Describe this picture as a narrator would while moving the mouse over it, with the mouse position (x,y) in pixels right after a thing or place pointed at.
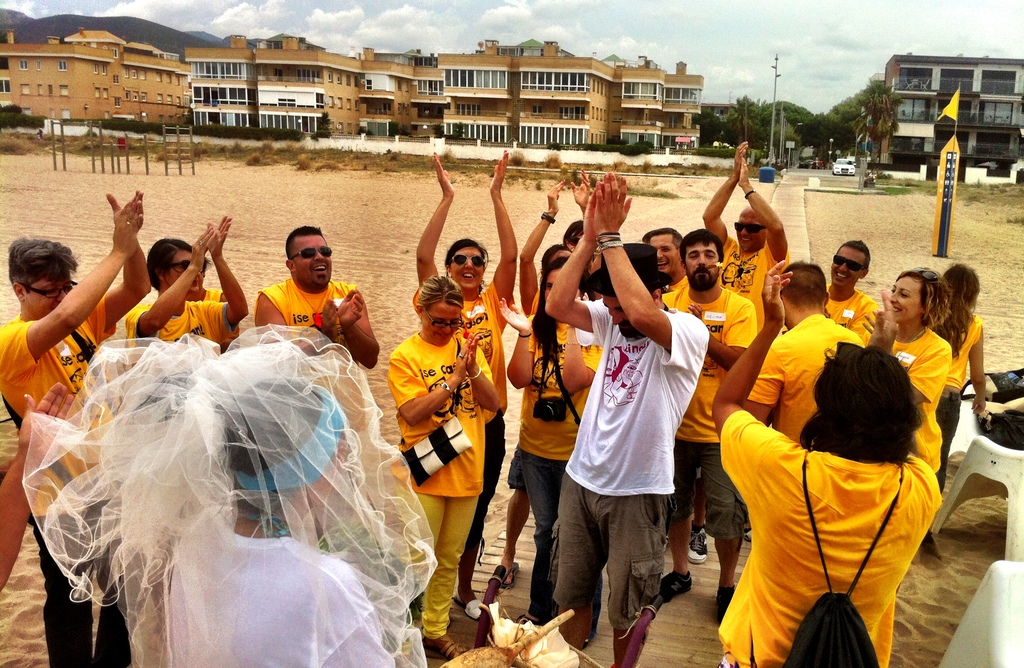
In this image I see number of people (309,315) over here who are standing and I see that most of them are wearing same dresses (327,299) and I see that these both are wearing white color dress (590,405) and I see the sand (70,180). In the background (378,171) I see the buildings (442,124), trees (751,113), poles (775,53), grass (370,167), few cars (845,166) and the sky (575,15).
